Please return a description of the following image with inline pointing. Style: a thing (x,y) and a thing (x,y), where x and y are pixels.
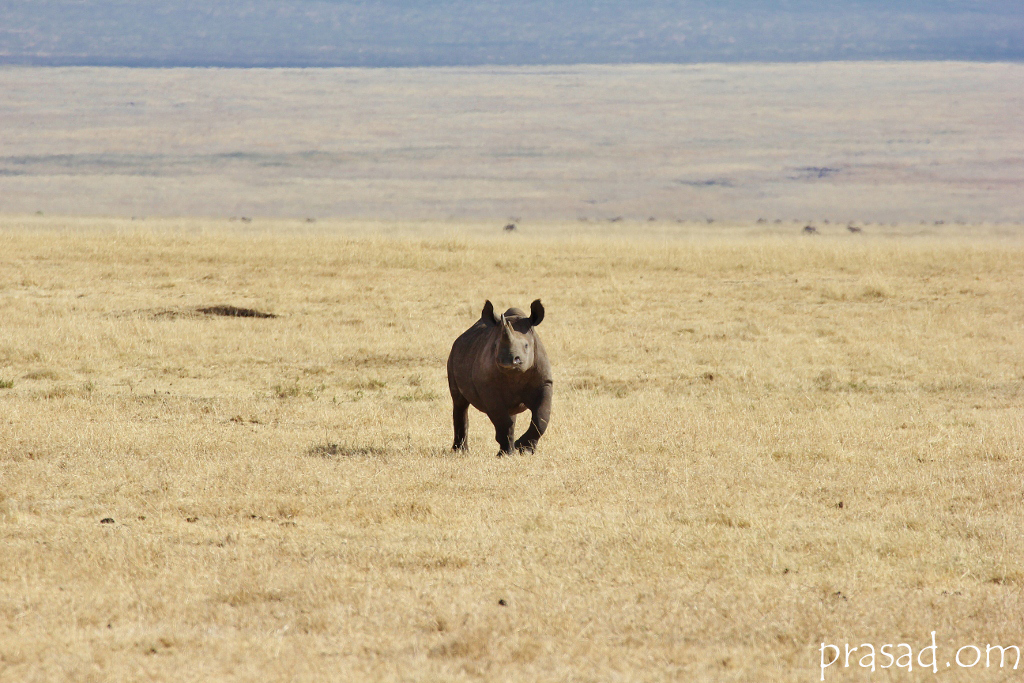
In this picture there is a black color rhinoceros (456,395) running in the dry grass (333,525). Behind there is a yellow color big grass ground (424,151).
